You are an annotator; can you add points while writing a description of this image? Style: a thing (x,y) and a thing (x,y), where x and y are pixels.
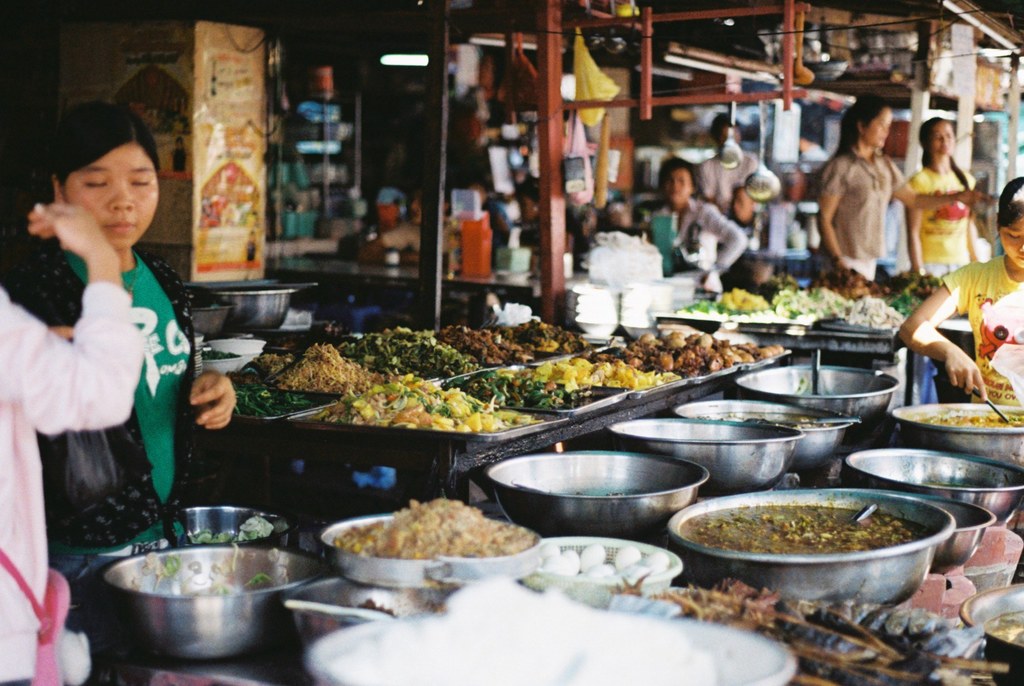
This image is clicked outside. It looks like a food court (340,472). In the front (557,488), there are many food items (460,386) kept in the bowls (671,455). On the left (145,501), there are two persons (94,373). In the background (941,241), there are many persons (700,245). At the top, there is a roof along with the lights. In the background (156,133), there is a pillar (200,143).
